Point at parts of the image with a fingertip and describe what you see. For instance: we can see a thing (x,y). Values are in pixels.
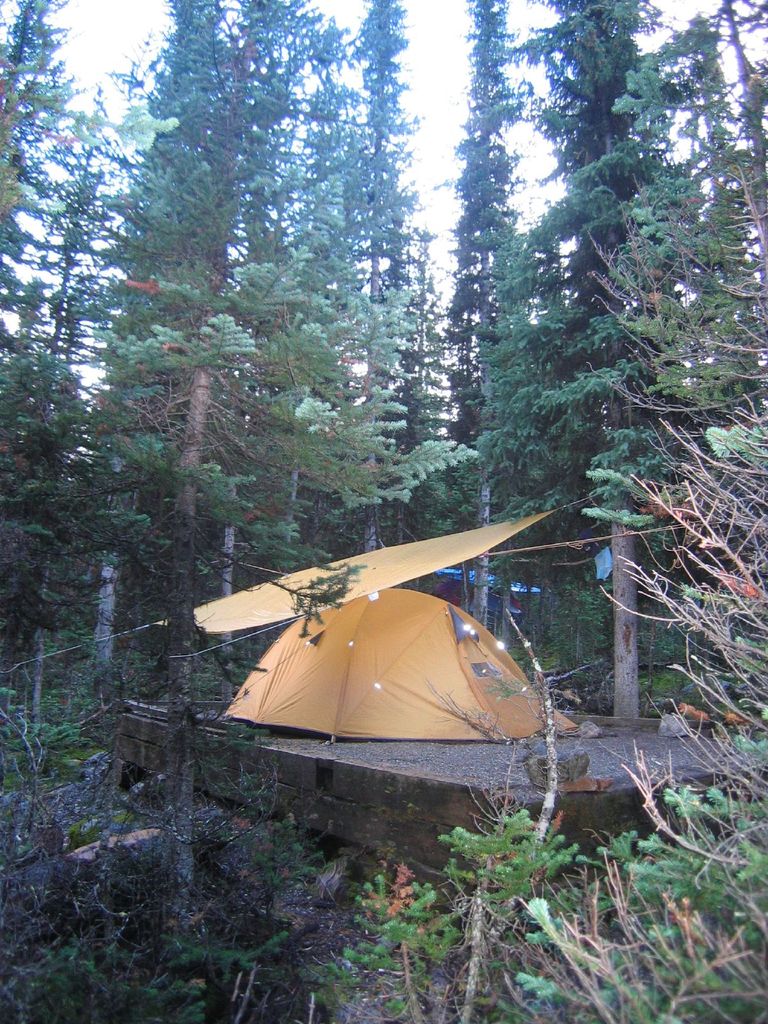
In this picture we see many tall trees (245,491). We also have a tent (356,720) built on the ground (366,769).
